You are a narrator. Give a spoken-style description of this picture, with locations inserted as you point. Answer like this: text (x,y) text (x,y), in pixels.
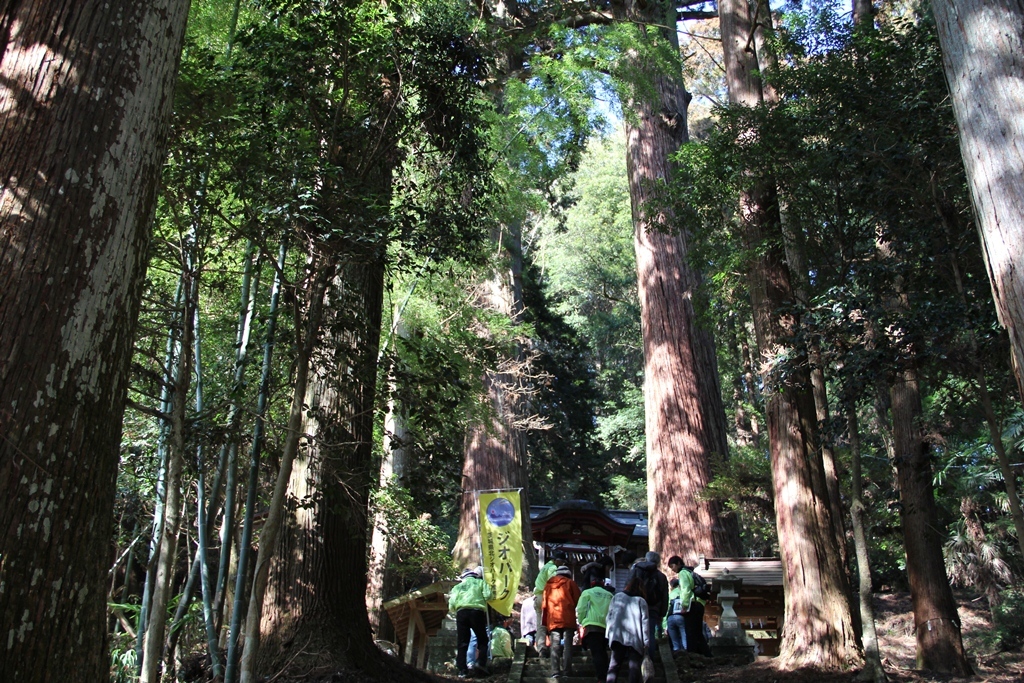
In this picture I can see a group of people (573,618) are standing. Here I can see a flex banner (504,551) and a house (614,547). In the background (607,173) I can see trees (605,174) and the sky (590,104).
